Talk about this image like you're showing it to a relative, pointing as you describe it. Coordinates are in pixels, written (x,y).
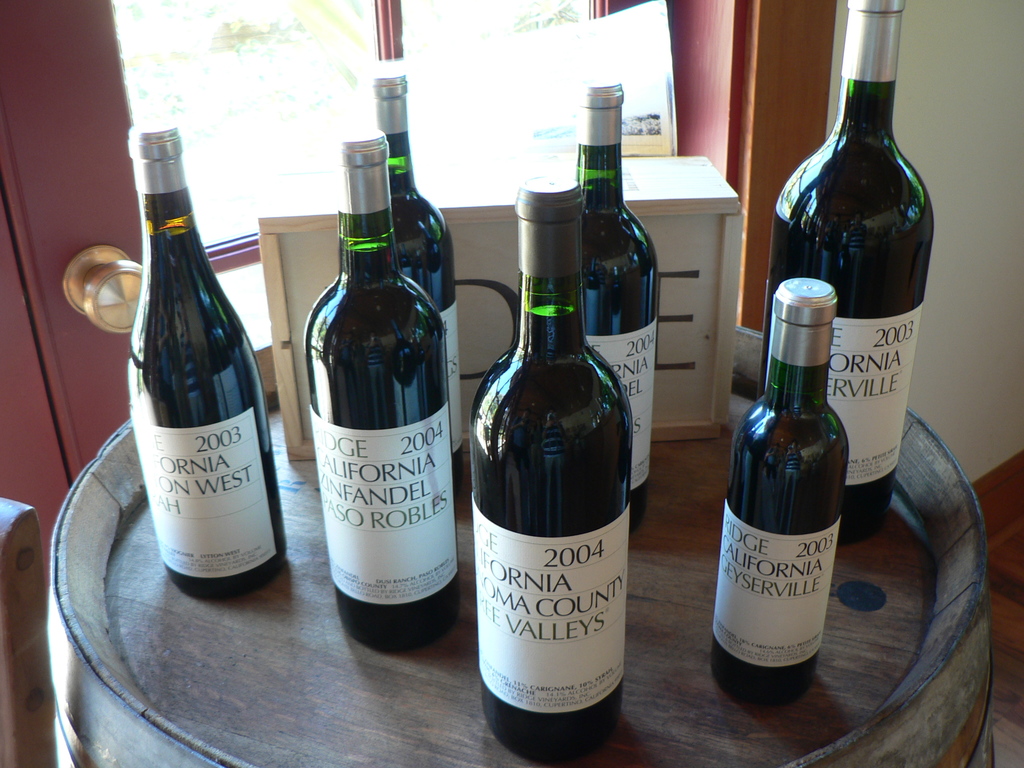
In this picture there are the wine bottles (540,332). The wine bottles (536,311) is on the barrel (253,662). Backside of this bottle (359,225) there is a door (122,76).
